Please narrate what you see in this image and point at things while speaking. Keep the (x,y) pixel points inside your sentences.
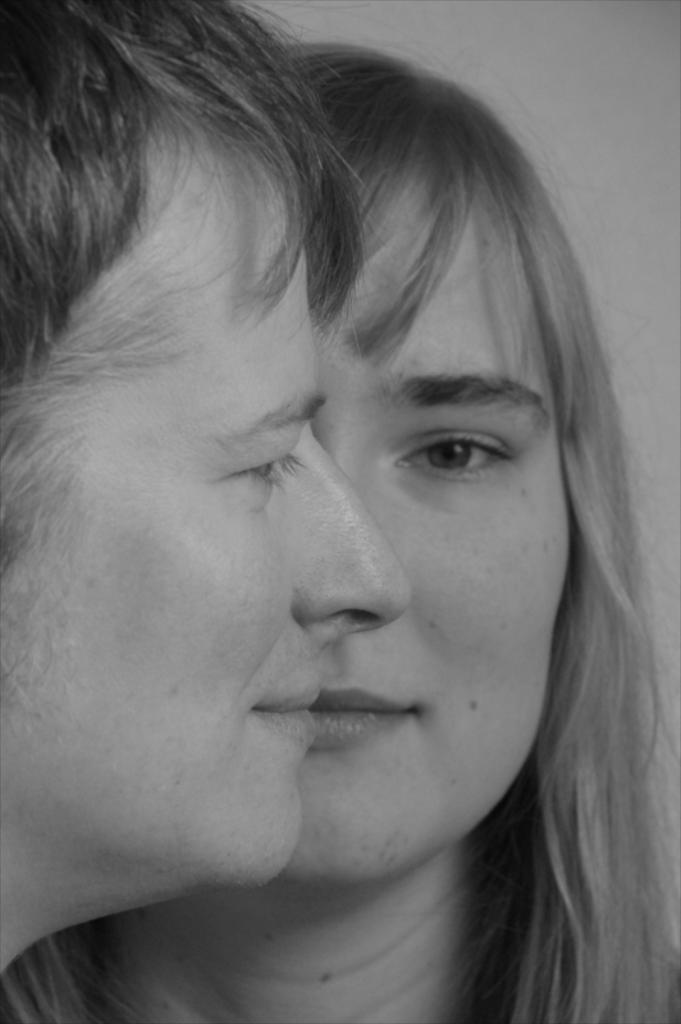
This is a black and white image. I can see the faces (387,604) of the man (197,749) and woman (424,664) smiling. In the background (424,28), that looks like a wall (636,292).
